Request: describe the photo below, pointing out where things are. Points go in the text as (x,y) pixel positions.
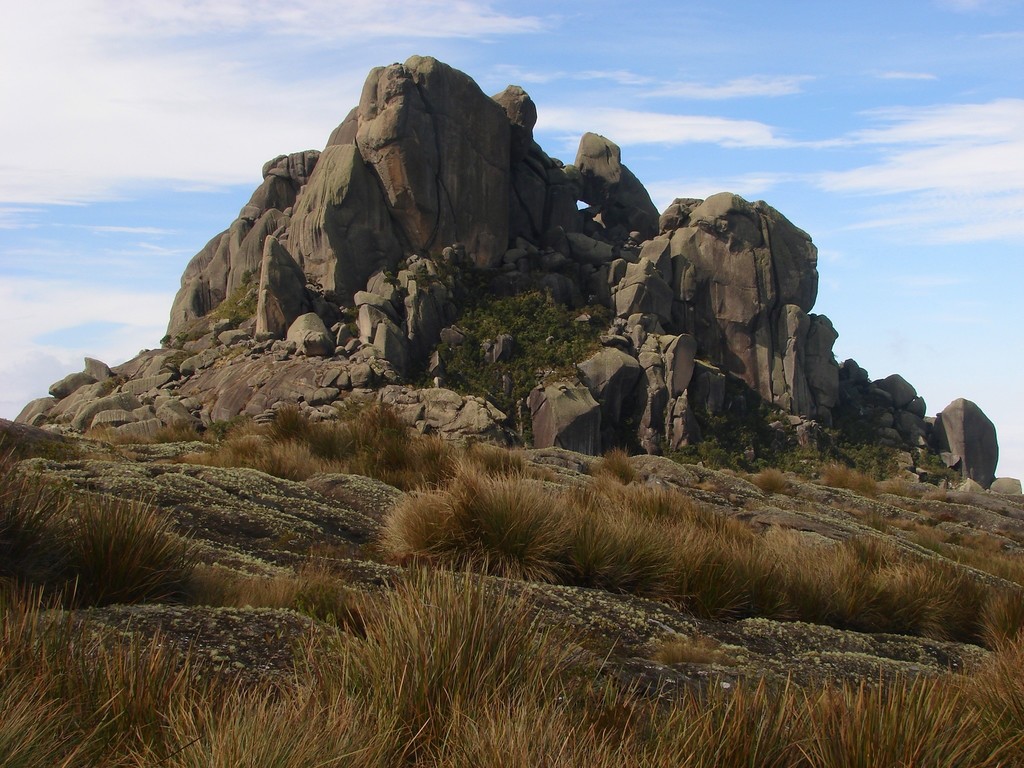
In this image we can see rocks (468,418), ground (198,613), shrubs (262,591) and sky (131,189) with clouds (131,189) in the background (131,189).
